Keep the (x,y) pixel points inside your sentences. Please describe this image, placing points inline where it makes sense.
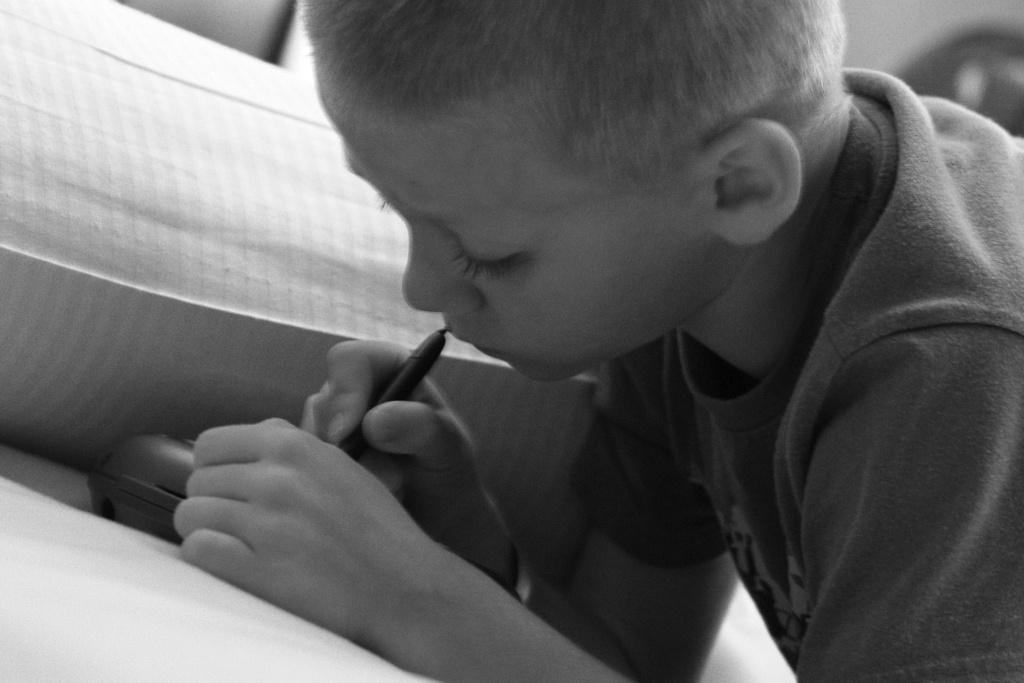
This is a black and white image. In this image we can see a boy (577,283) holding pen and writing something on the object (153,438).
